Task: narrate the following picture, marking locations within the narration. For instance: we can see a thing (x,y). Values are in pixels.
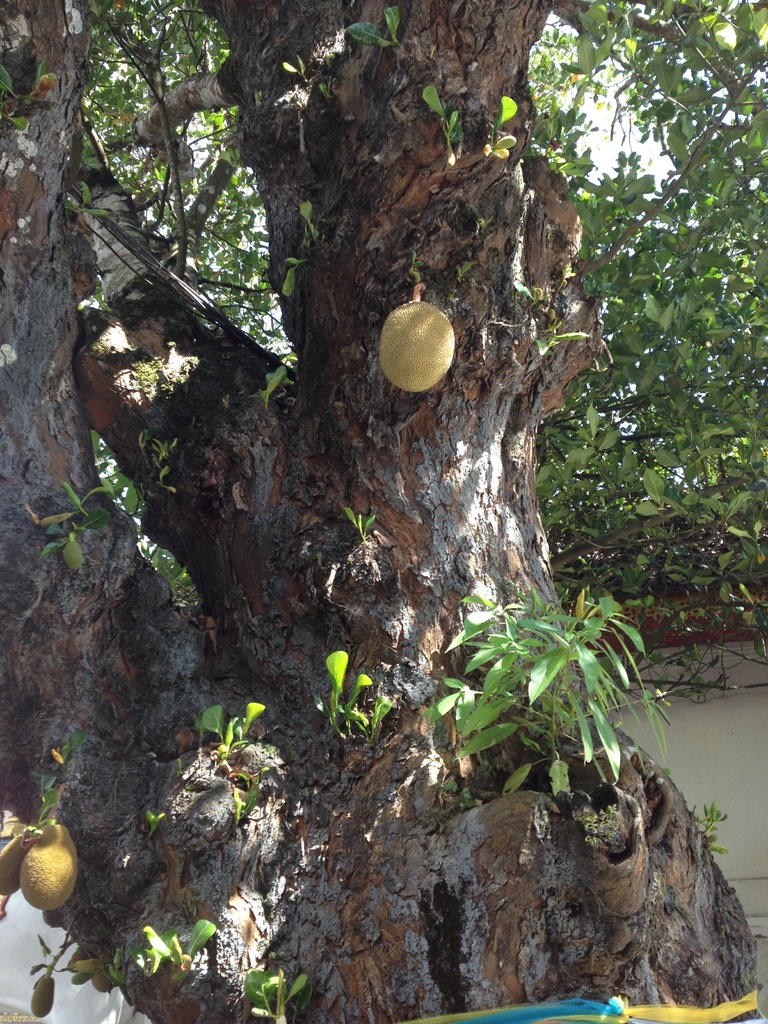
In the picture there is a huge tree (332,950), there are some fruits (423,374) to the tree trunk (453,260).
